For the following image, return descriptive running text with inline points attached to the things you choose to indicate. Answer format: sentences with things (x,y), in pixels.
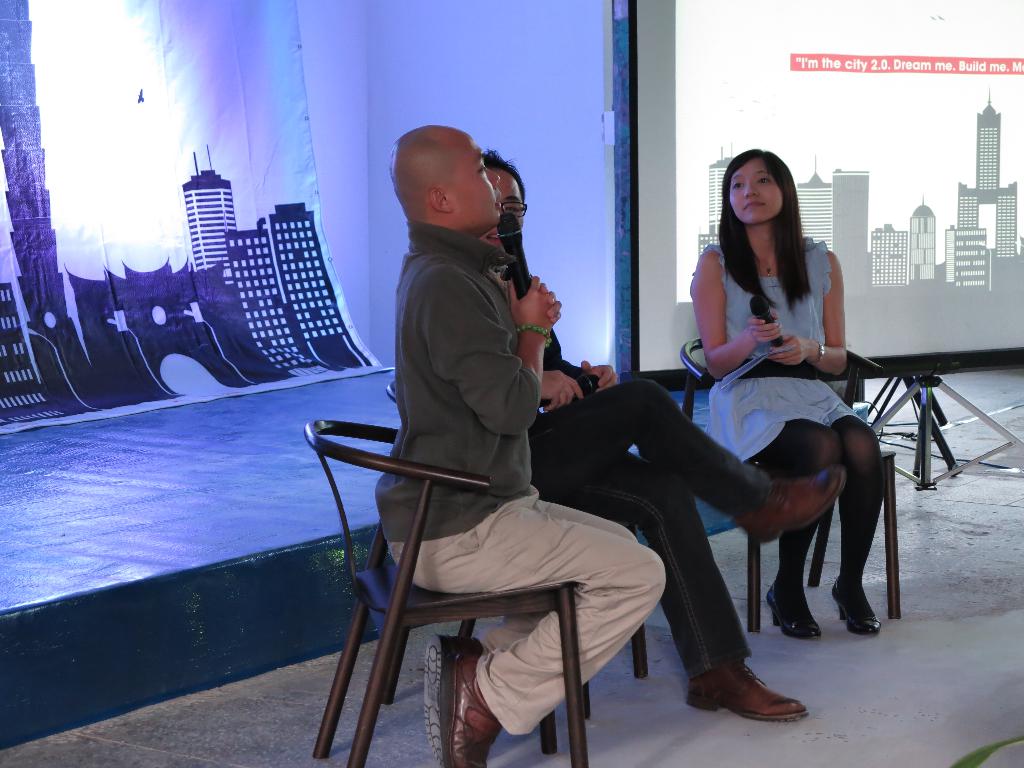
This 3 persons (824,325) are sitting on a chair (430,606). This 2 persons (442,399) are holding a mic (593,386). This is a stage (189,458) with poster (223,248). This is a screen (693,149) with buildings (928,236).
